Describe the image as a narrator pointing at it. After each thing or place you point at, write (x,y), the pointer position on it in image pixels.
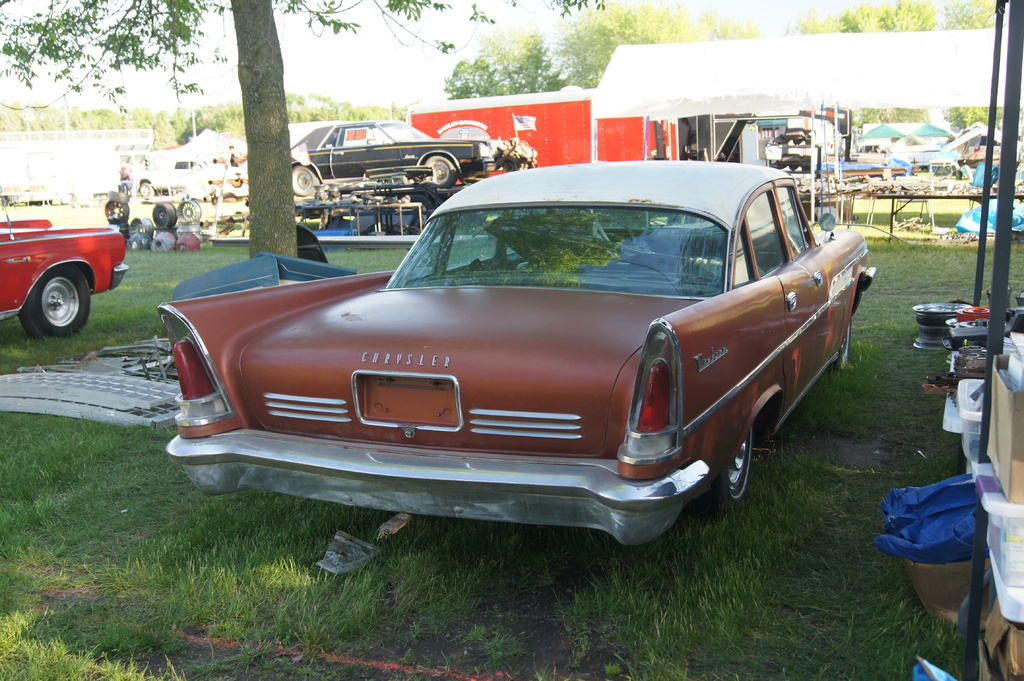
This is the picture of a place where we have some cars (503,267) on the grass floor (29,338), around there are some trees (153,43), tables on which some things (932,378) are placed and a shed (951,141).
